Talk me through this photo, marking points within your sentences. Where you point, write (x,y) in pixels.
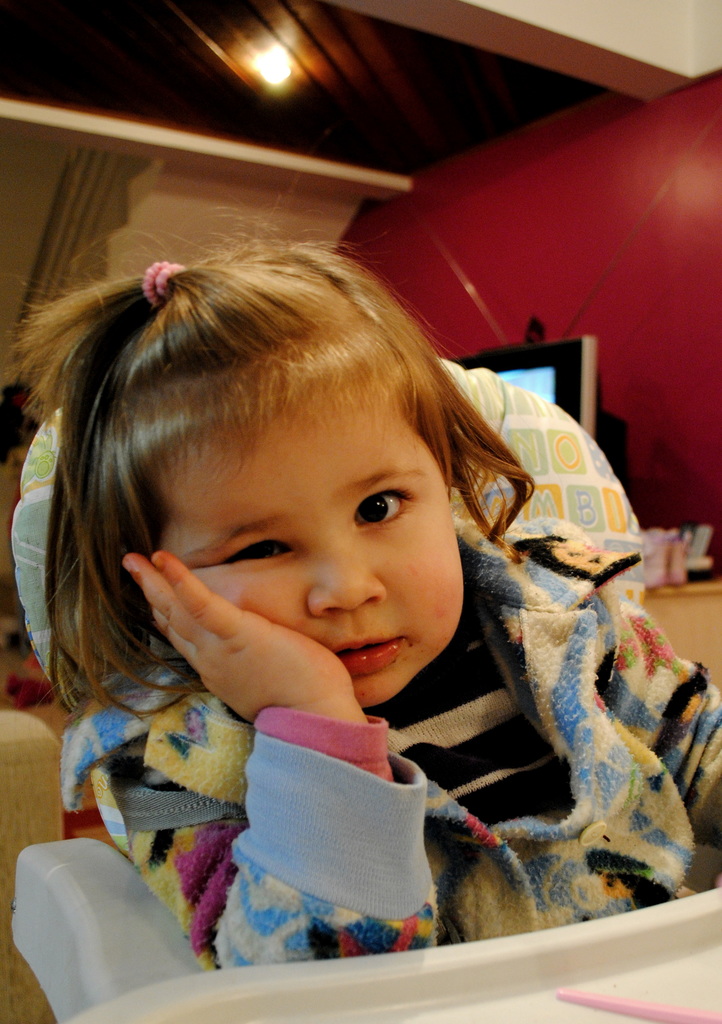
In this picture, we can see a child (461,896), and we can see some objects (696,909) in bottom right (687,918), and left side of the picture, we can see television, objects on the table (706,585), and we can see the wall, roof (24,88) with lights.
